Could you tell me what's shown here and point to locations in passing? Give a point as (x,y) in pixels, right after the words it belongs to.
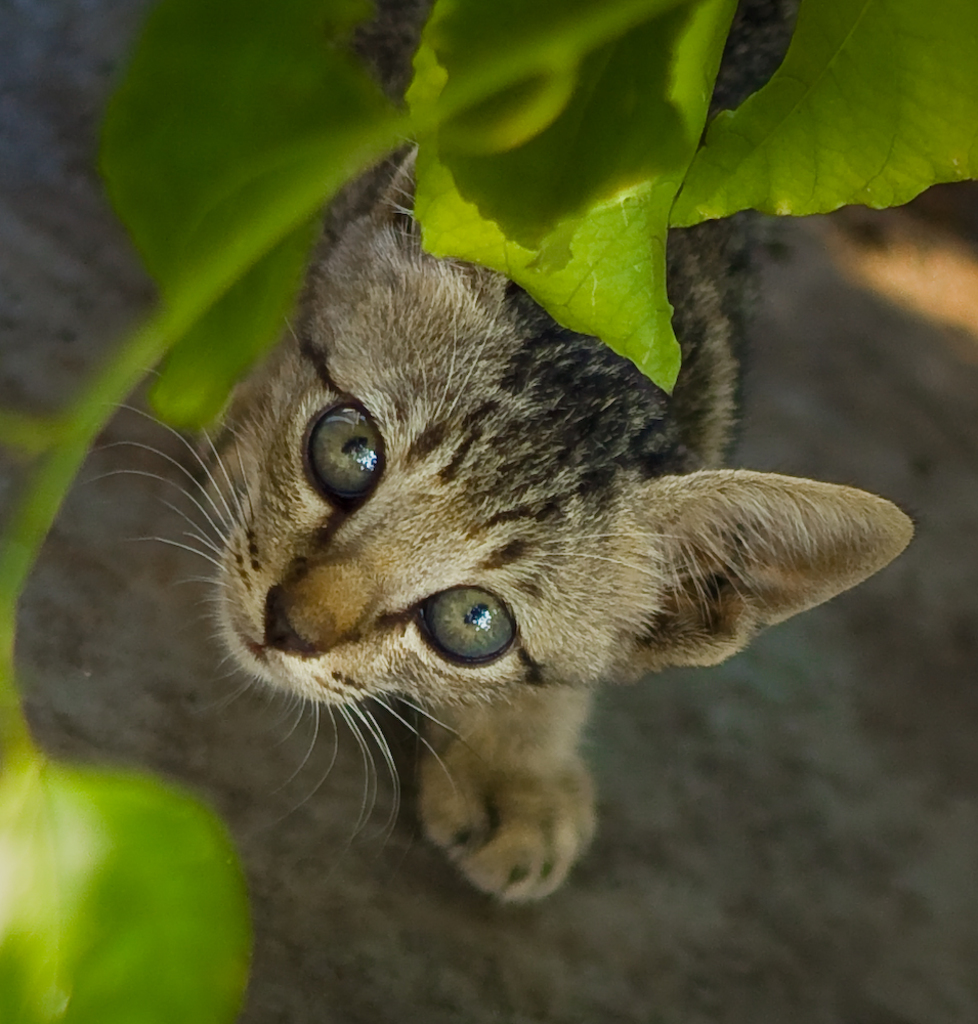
In this image there is a cat (378,739) which is standing on the road (636,834) and seeing the leaves (465,133) which are in front of the cat (513,374).
